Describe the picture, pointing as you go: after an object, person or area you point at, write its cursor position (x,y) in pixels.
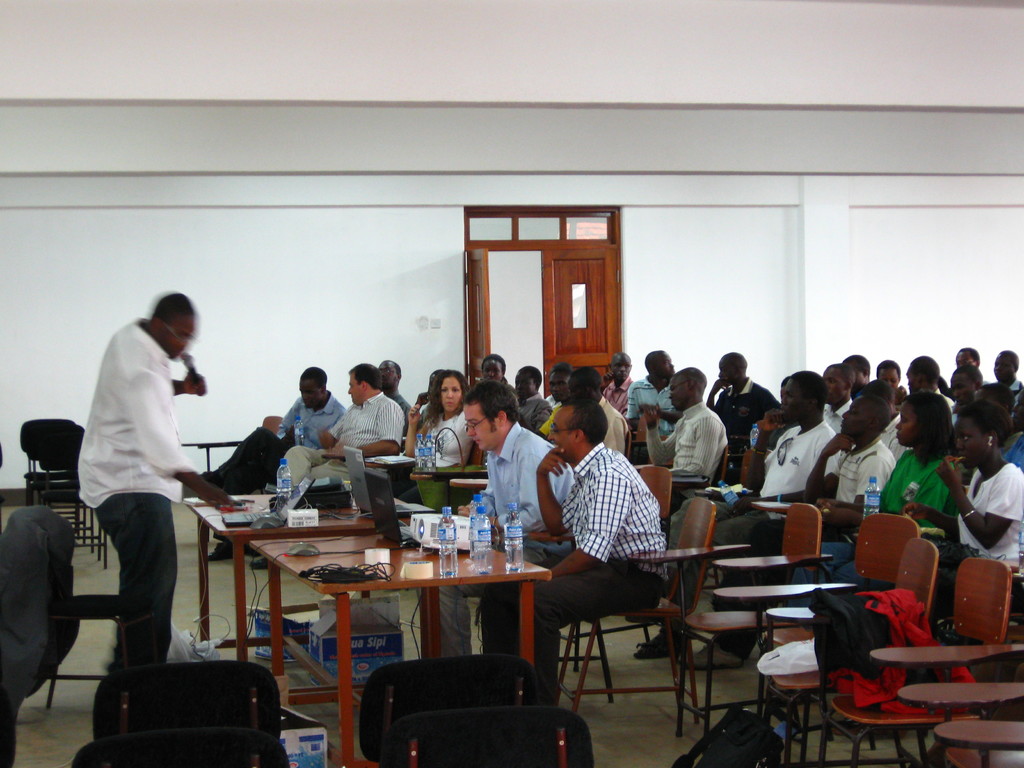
In this image there are group of people (125,654). There is a person (126,430) with white shirt (116,343) he is standing and holding a microphone (196,373). There are bottles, laptops (254,517), wires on the table (276,531). At the back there is a door (472,281).
